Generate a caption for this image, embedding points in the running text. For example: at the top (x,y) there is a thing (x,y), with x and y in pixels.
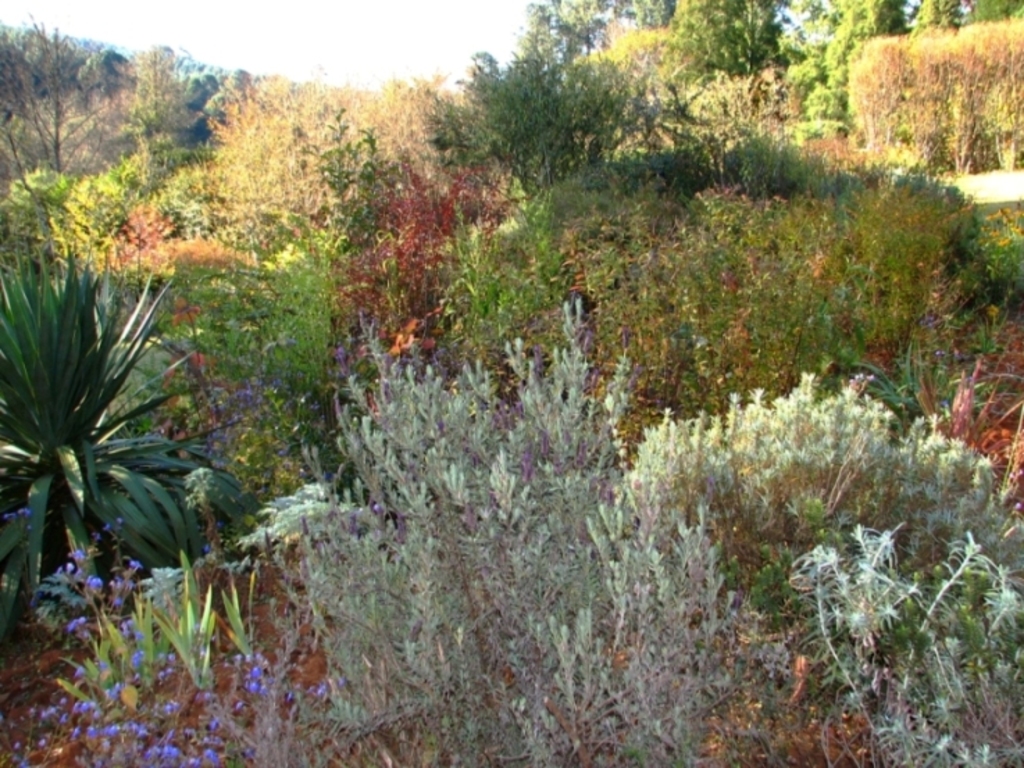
In this image there is the sky (352,56) towards the top of the image (362,40), there are plants (659,211), there are trees (699,38) towards the top of the image (679,35), there are flowers (165,746) towards the bottom of the image (166,705).
